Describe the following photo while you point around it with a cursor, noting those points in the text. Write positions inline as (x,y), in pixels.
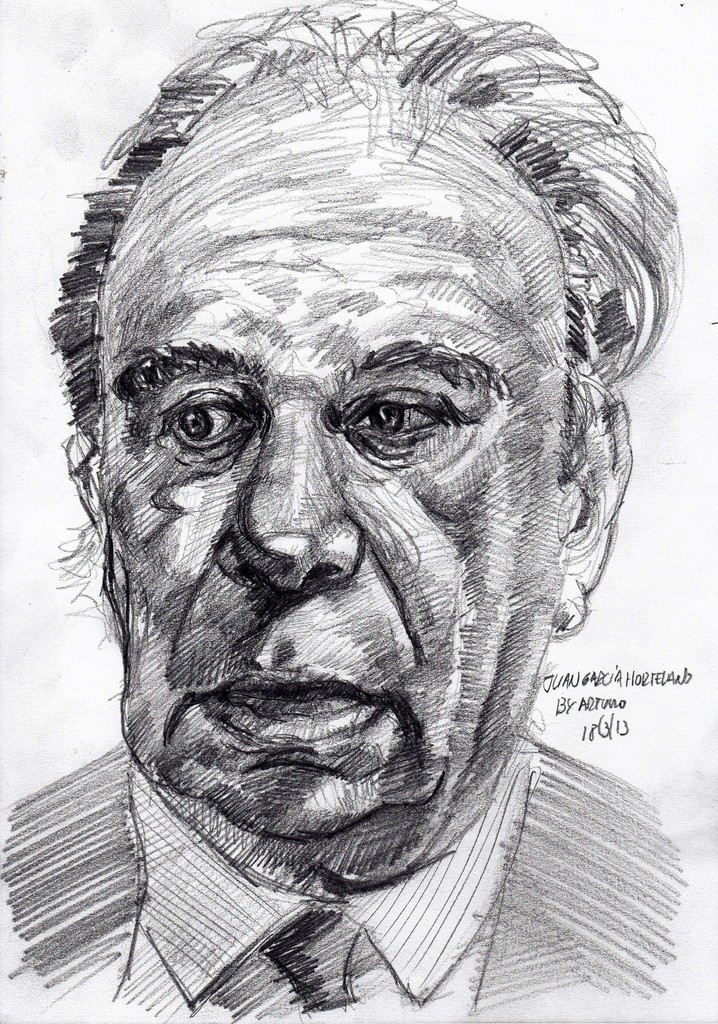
In this image I can see a sketch (219,506) of a person (331,656). On the right side of this image (592,682) I can see some text (608,684).
